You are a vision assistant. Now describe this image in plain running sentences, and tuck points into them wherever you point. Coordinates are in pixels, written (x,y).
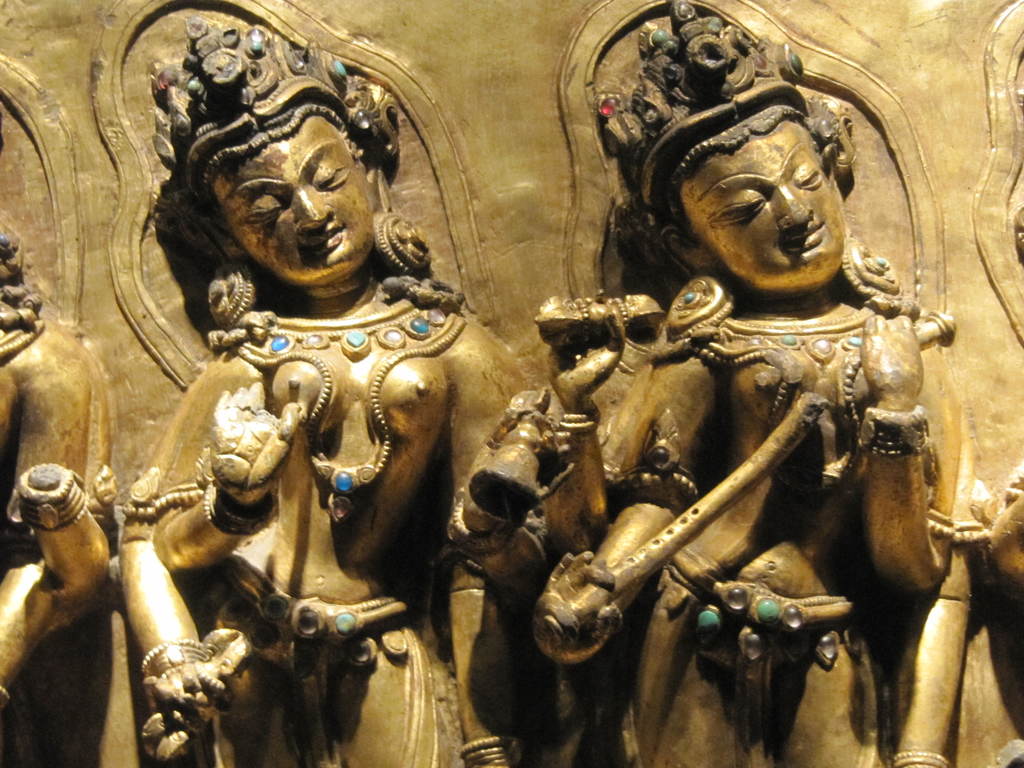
In this image we can see few sculptures (263,314). The sculptures (452,469) are in gold color.
